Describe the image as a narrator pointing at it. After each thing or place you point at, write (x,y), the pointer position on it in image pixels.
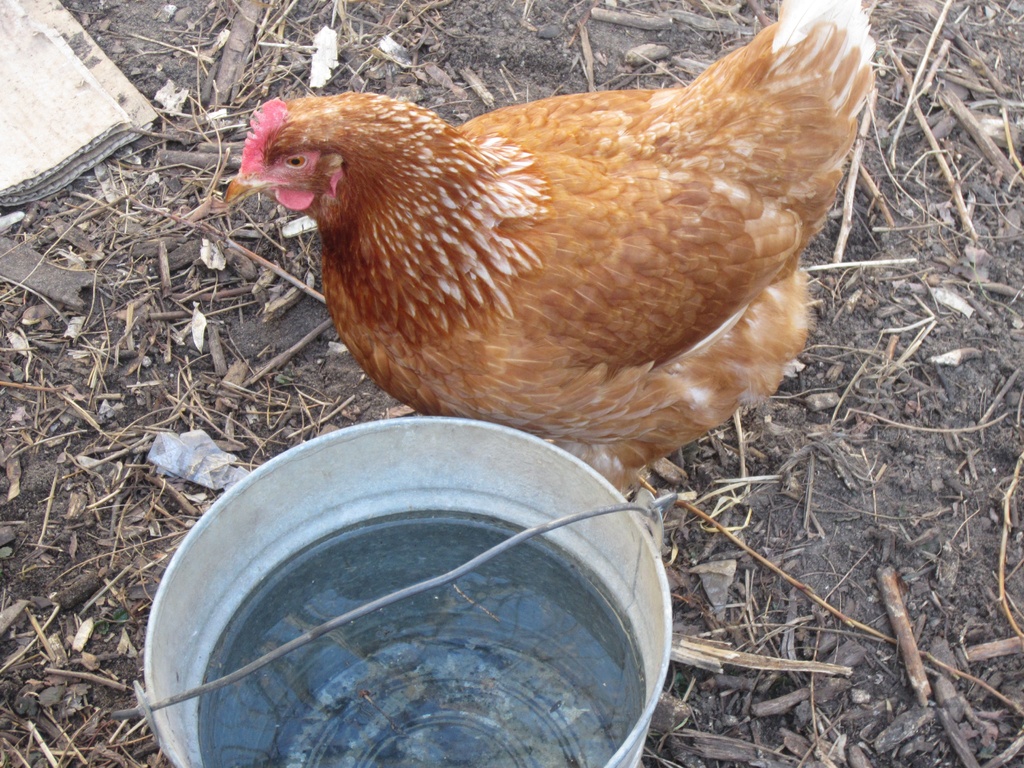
In this image we can see hen (394,248) which is in brown color, there is a bucket (469,464) in which there is water (366,561) and we can see cardboard sheet (86,158) on left side of the image (16,171).
